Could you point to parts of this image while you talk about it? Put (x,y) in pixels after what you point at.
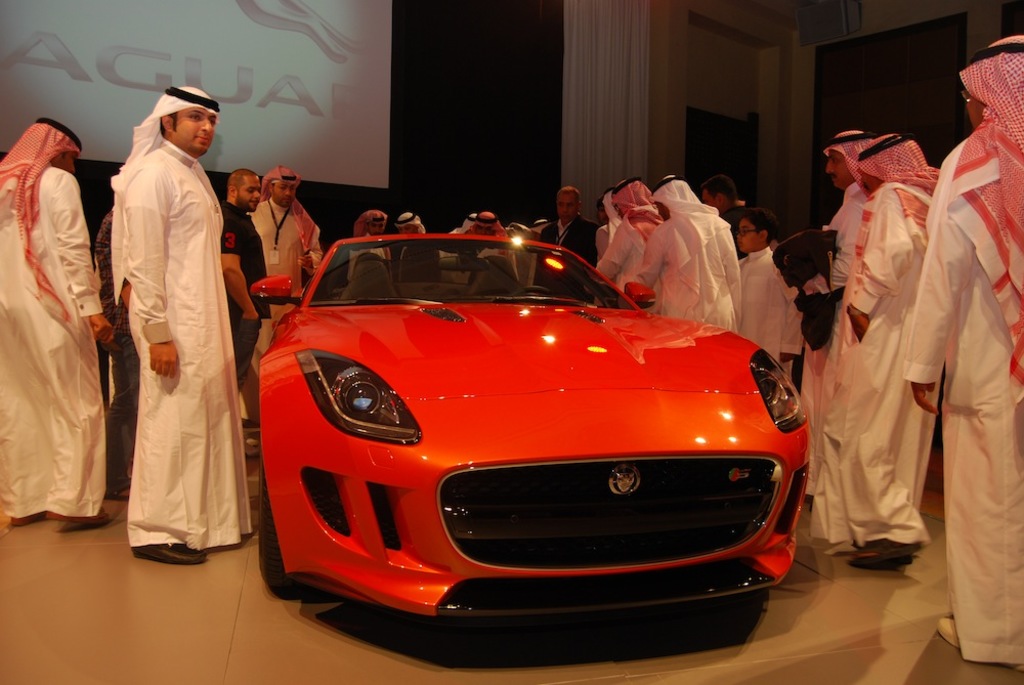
In this picture I can see a vehicle (295,423), there are group of people (33,280) standing, and in the background (70,39) it looks like a board (141,45) or a screen (141,45).
